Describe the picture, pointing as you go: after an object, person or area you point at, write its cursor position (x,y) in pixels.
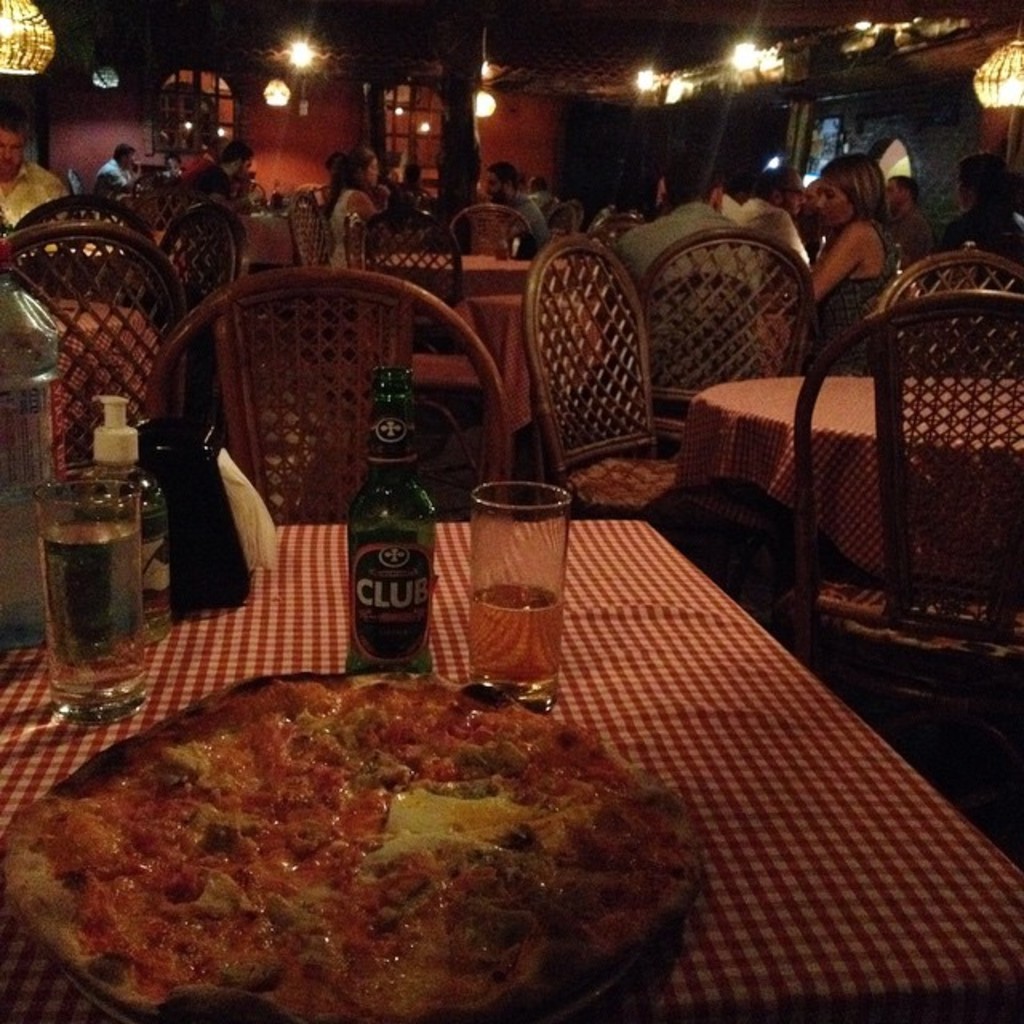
This is a picture taken in a restaurant (359,200), there are a group of people (737,220) sitting on a chair (756,285). This is a table (748,786) on the table (807,878) there is a glass (538,602), bottle (386,566), tissue (252,527) and a food item (287,852). Background of this people (358,195) is a wall (491,153) and lights (305,60).
